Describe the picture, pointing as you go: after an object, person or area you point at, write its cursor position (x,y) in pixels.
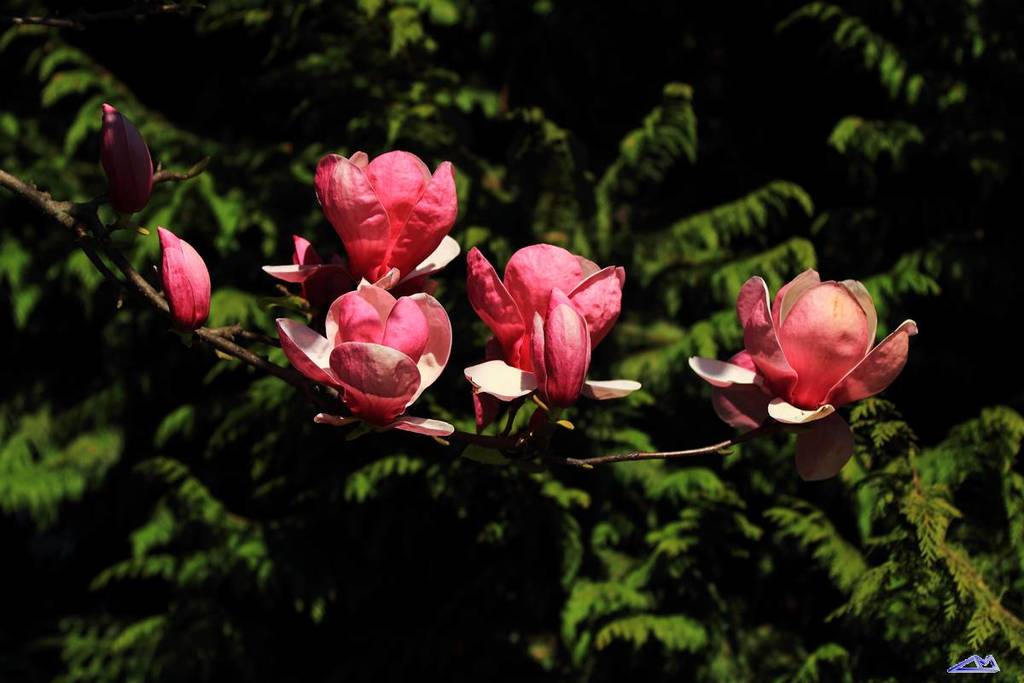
In this picture we can see flowers (419,319) and in the background (193,241) we can see trees (156,257).
